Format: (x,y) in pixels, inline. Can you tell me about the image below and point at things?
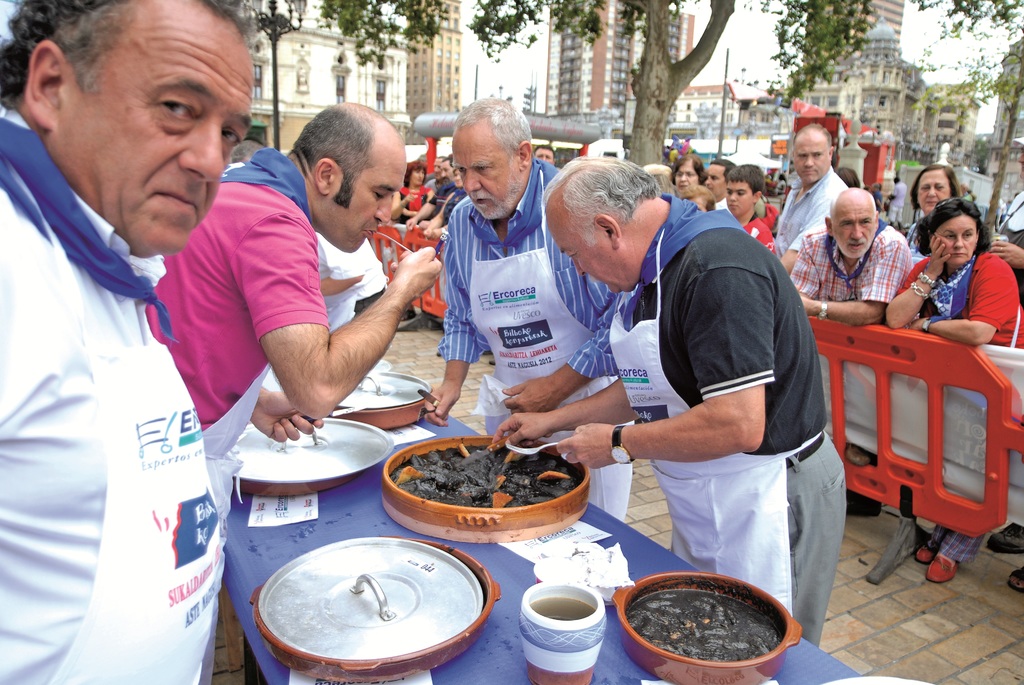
In this image I can see crowd (174,143) and there is a table (514,619), on the table (505,681) there are some dishes (392,666) and some food (452,473) and there is a fence (976,360) in the middle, there are some trees (693,54) and buildings (345,80) visible at the top (942,141).
